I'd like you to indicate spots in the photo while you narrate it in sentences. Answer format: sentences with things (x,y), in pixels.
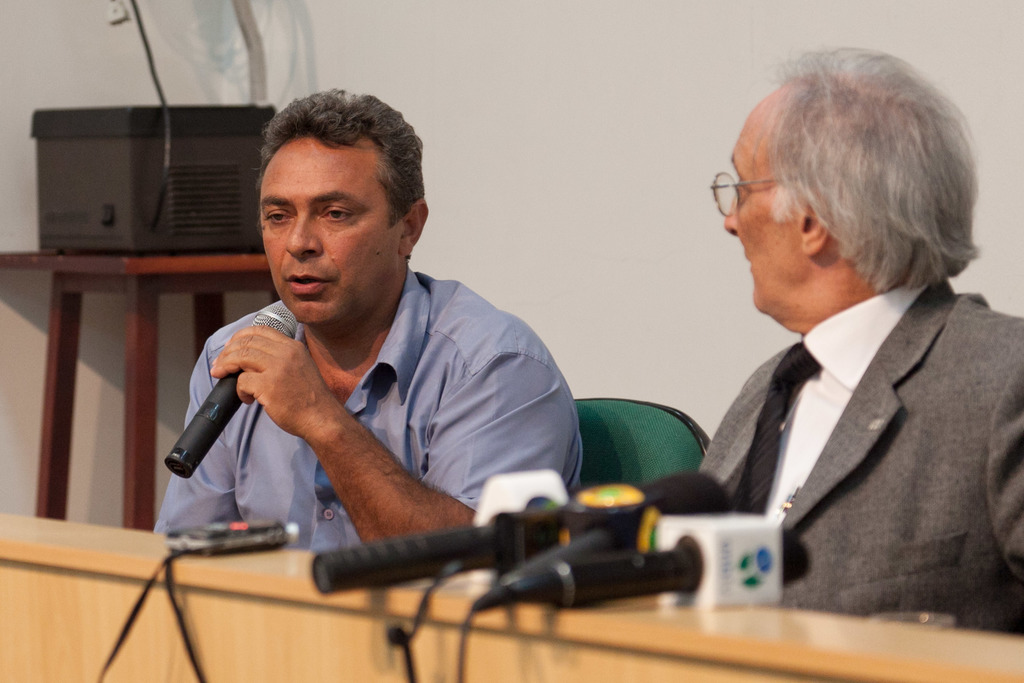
This picture is of inside the room (769,460). On the right (769,463) there is a man (828,404) wearing suit (857,422) and sitting on the chair (629,442). In the center (360,277) there is a man (448,349) wearing blue color shirt (409,372), holding a microphone (287,321), talking and sitting on the chair (642,442). There is a table (272,581) on the top of which microphones (621,553) are placed. On the left (32,268) there is a table (91,268) on the top of which a machine (128,147) is placed. In the background (543,53) there is a wall (606,5).
